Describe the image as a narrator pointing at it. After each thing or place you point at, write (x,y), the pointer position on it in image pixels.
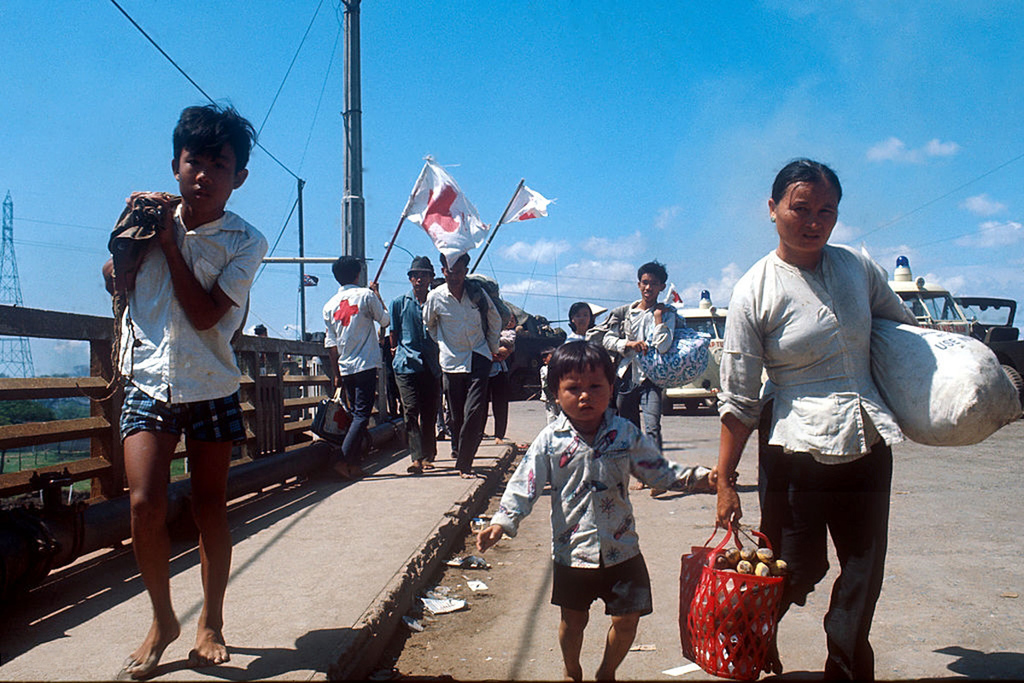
In the middle of the image (657,279) few people (783,276) are walking on the bridge (962,607) and holding some bags (766,611) and flags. Behind them there are some vehicles (1017,374) and poles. At the top of the image (329,111) there are some clouds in the sky (242,90).
